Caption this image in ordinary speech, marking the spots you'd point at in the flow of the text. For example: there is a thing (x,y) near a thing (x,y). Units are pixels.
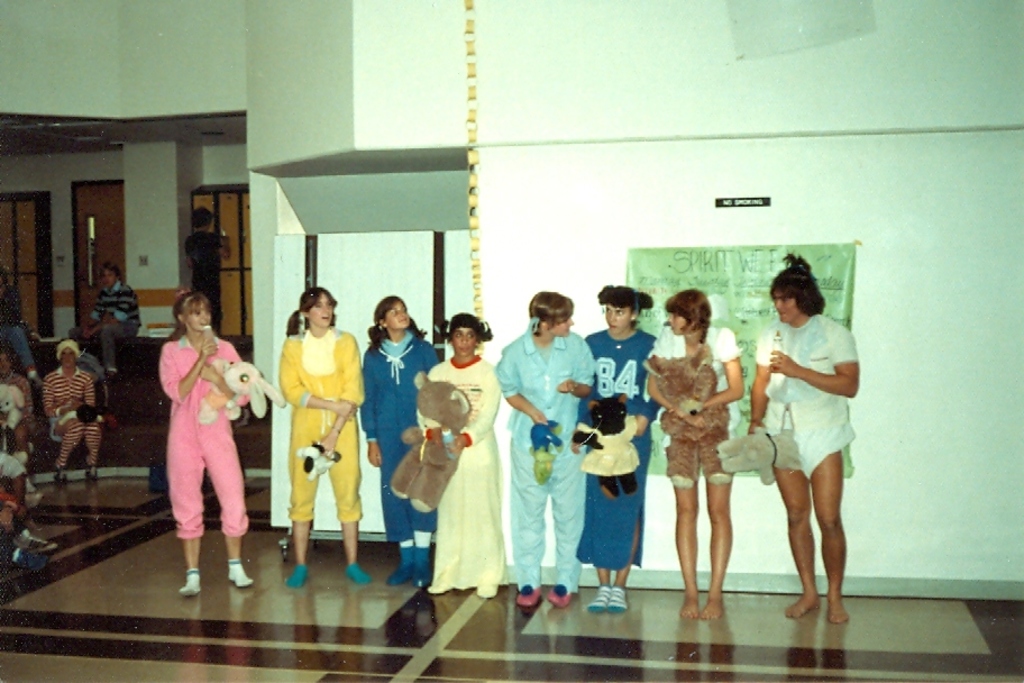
In this image I can see a group of girls (828,509) are standing by holding the dolls (439,462) in their hands (568,388) behind them there is a banner (748,335) to the wall (868,340).
